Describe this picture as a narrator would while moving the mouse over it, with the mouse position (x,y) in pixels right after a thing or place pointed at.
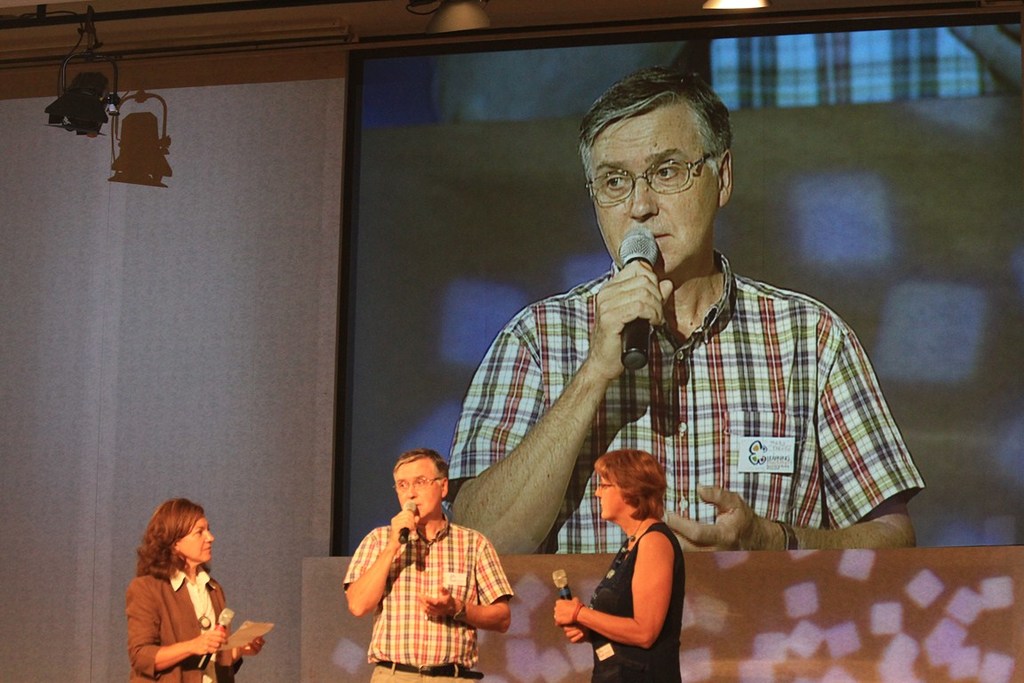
In this image there are three persons (388,584) standing in the center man (425,569) standing is holding a mic (412,510) and is speaking. At the right side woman (628,599) standing is holding mic (560,588) in her hand (567,609). At the left side (178,618) woman (181,618) holding mic (208,658) and a paper (253,634) in her hands (217,634). In the background (467,358) there is a big screen (703,200) and on the screen (669,269) the man (671,292) is visible. At the left side (87,107) there is a light (82,100) hanging and white colour curtain (191,307) in the background (148,376).
